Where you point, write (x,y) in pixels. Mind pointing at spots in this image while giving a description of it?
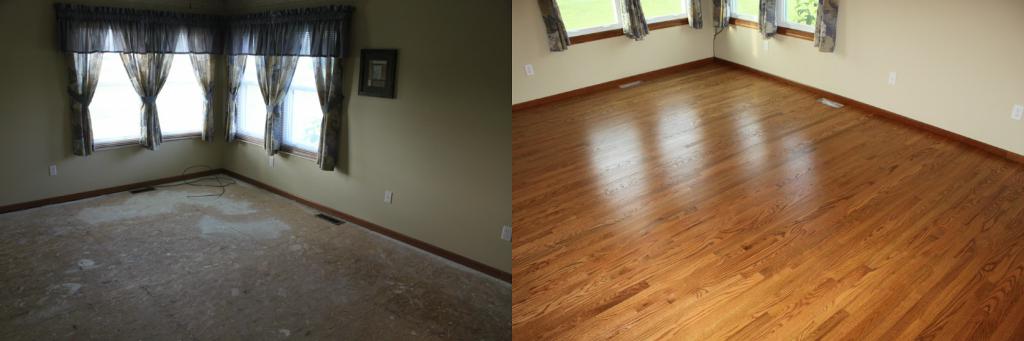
There are two images. On the left (266,80) image there are windows (251,80) with curtains (158,76). On the wall (363,107) there is a frame (390,76). On the right (743,12) image there are windows (669,24) with curtains (725,14). And there is a wooden floor (749,256).
